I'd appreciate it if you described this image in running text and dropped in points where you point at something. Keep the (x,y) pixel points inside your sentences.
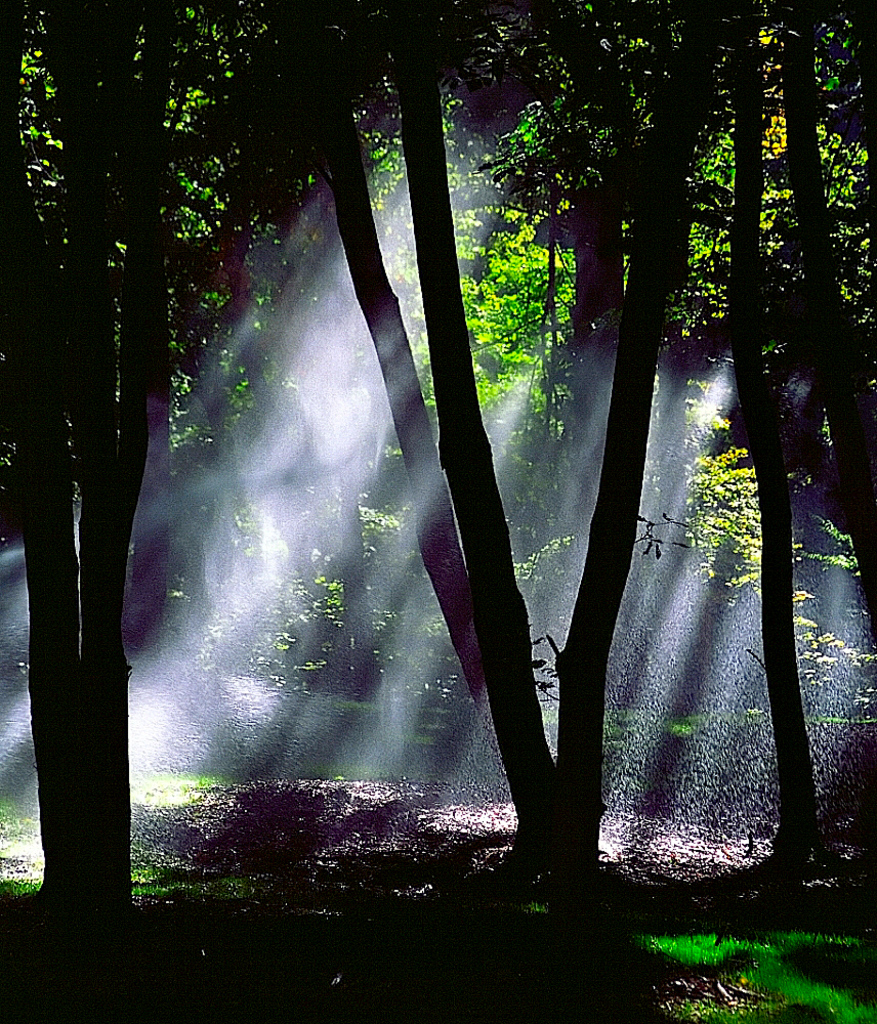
In this picture we can observe trees (520,244). There is some sunlight (395,479) falling on the ground (254,826) in between the trees (462,385).
